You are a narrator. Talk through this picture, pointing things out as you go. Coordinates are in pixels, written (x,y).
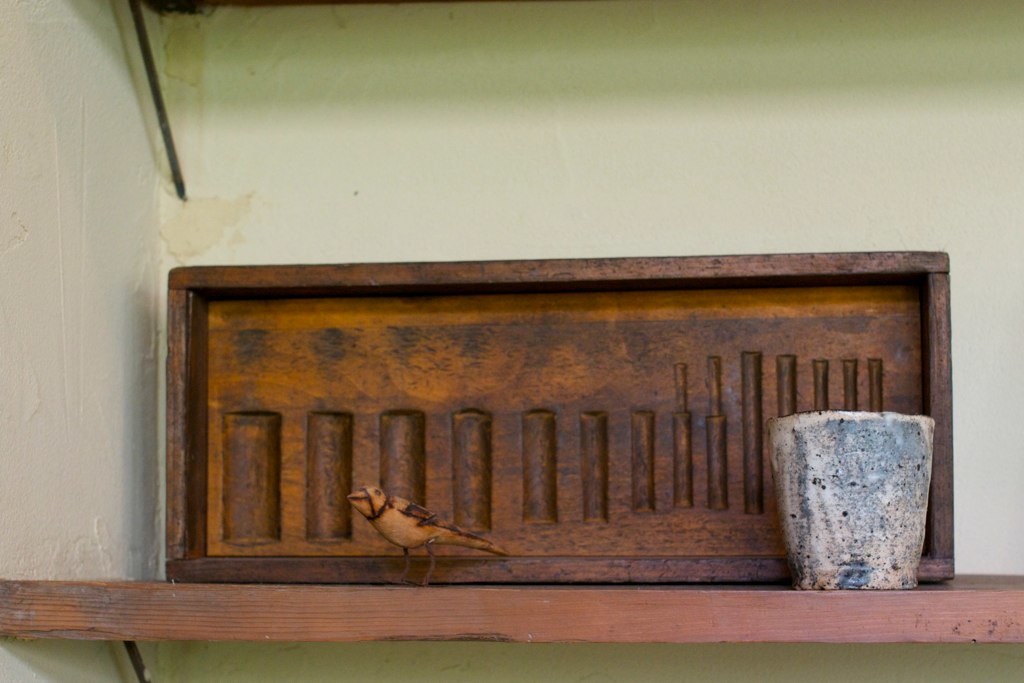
In this image we can see a pot (836,518), a bird toy (410,516) and wooden block structure (399,460) are kept on the wooden stand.
